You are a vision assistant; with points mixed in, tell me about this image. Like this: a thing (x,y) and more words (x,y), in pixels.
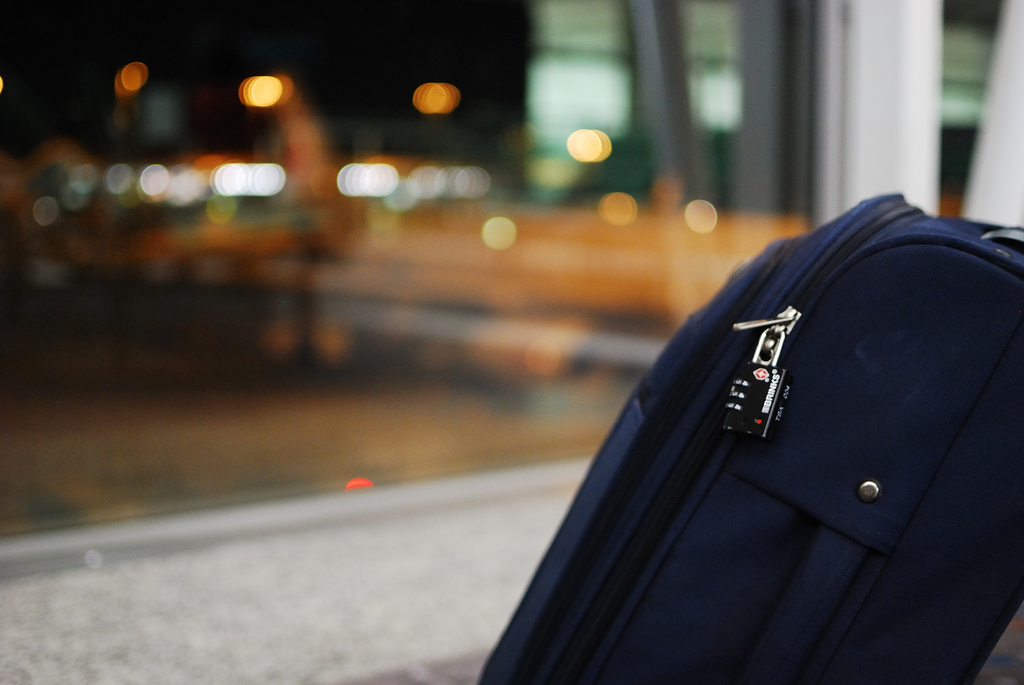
There is a bag (604,444) in the foreground of the image (578,489). The background of the image (367,236) is blurry.
